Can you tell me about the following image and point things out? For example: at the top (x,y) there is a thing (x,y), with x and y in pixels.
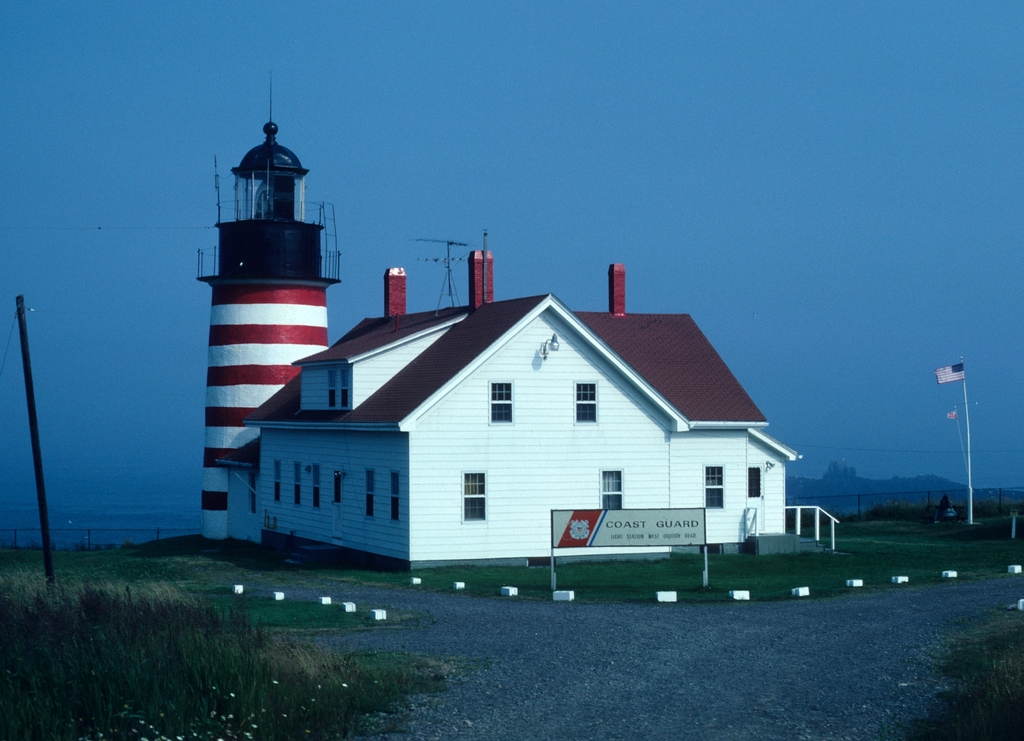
This picture consists of house (414,525), in front of house (428,521) there is a board (569,525), pole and at the top (181,144) I can see the sky (743,189), on the right side (966,458) there is a pole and it might be look like the hill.
